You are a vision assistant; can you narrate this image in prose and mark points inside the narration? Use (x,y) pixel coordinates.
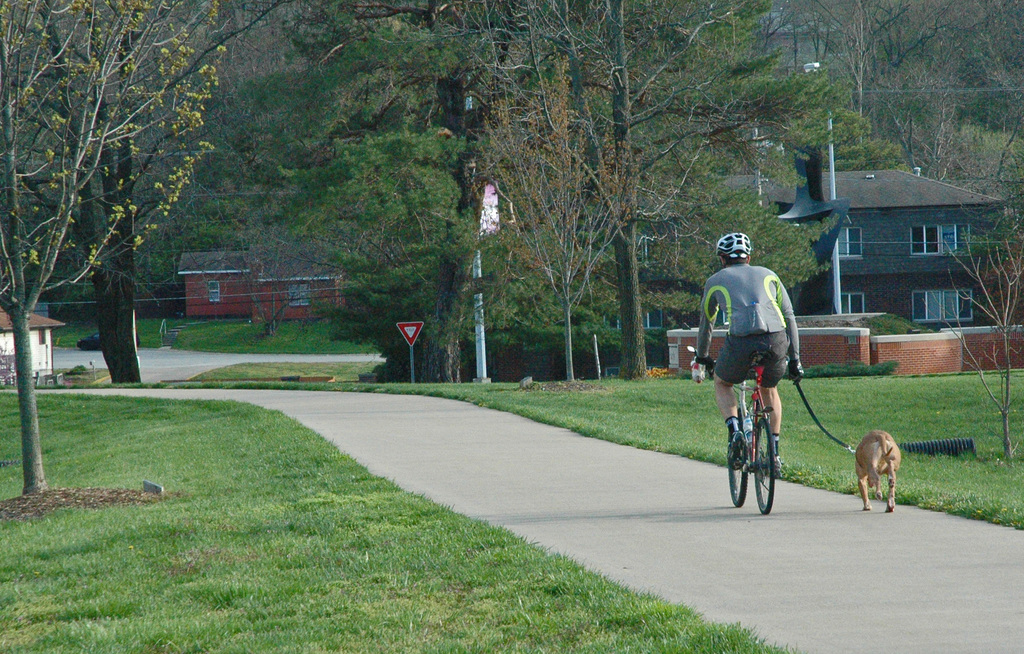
There is a person (787,299) sitting and riding bicycle (757,397) and wore helmet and holding a belt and we can see dog (881,433) running on the road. We can see trees (420,312) and grass (786,434). In the background (580,274) we can see houses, poles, board (417,334), trees (401,305) and houses (260,317).
